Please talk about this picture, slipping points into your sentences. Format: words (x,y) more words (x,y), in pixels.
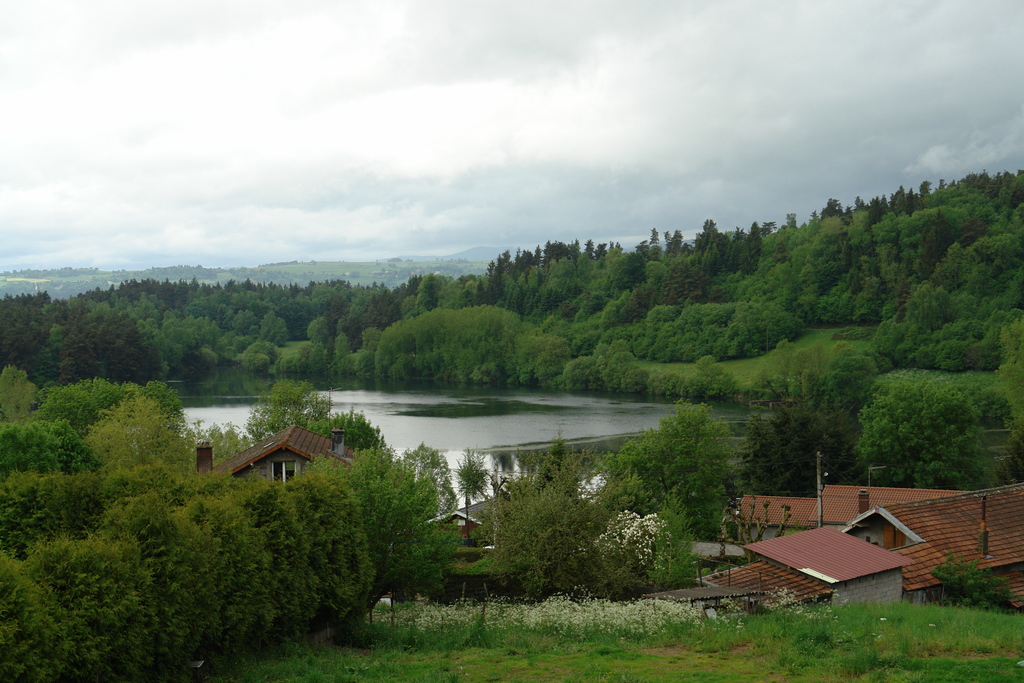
In this image there are trees (499,561), plants (494,560), houses (271,477), cloudy sky (554,155), grass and objects (870,485).
